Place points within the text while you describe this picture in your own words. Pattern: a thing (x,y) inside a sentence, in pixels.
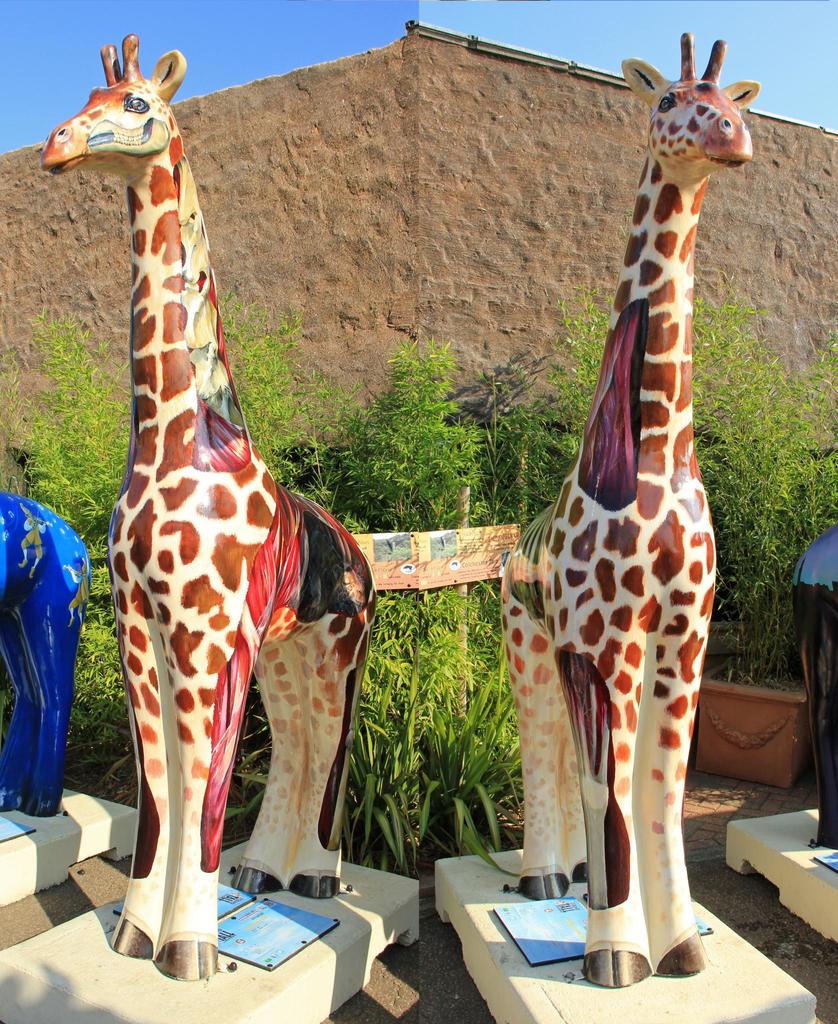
In this image we can see statues (589,607) of giraffes (360,564) and other animals (4,497) on pedestals (793,874). Also there are boards (219,899). In the back (428,541) there is a board (428,541) with pole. Also there are plants (371,520). In the background (379,204) there is a wall (343,223). Also there is sky (201,18).
